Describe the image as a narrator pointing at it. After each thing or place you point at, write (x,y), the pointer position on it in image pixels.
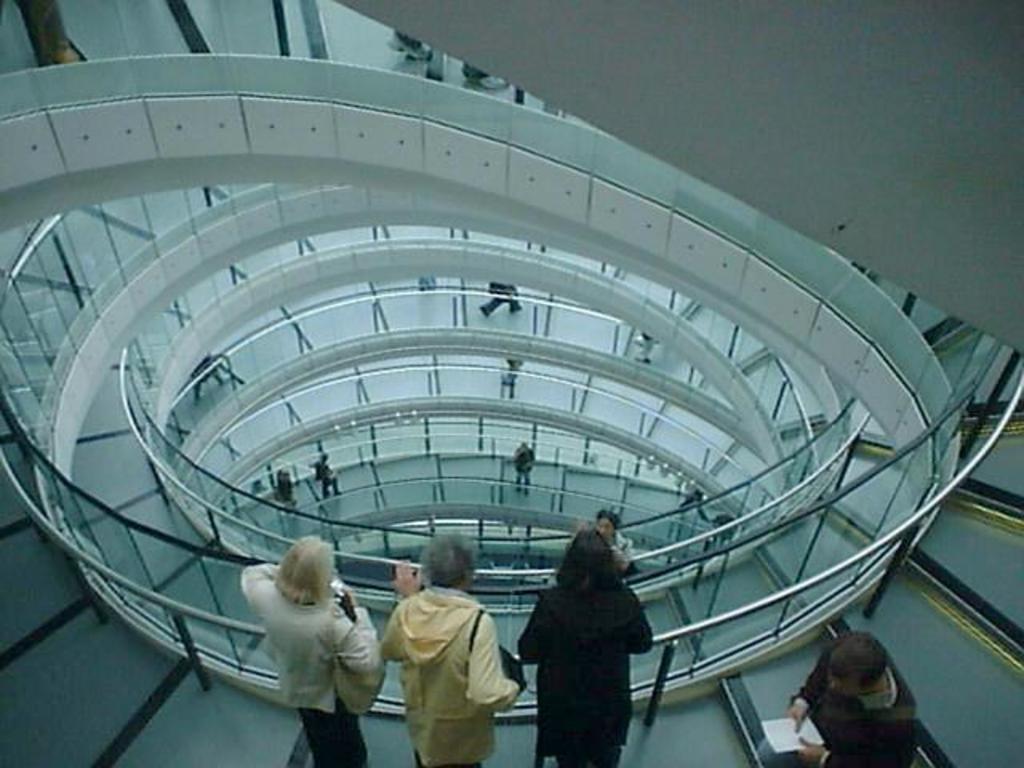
In this picture I can see there is a multi storied building (392,672) and there are few stairs (939,705) and there is a glass railing (294,341) and there is a man (904,701) standing on the right bottom (884,742) and he is holding a white object (800,738). There are three women (378,666) standing at the railing (49,474) and there are few people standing at different floors (422,483).
